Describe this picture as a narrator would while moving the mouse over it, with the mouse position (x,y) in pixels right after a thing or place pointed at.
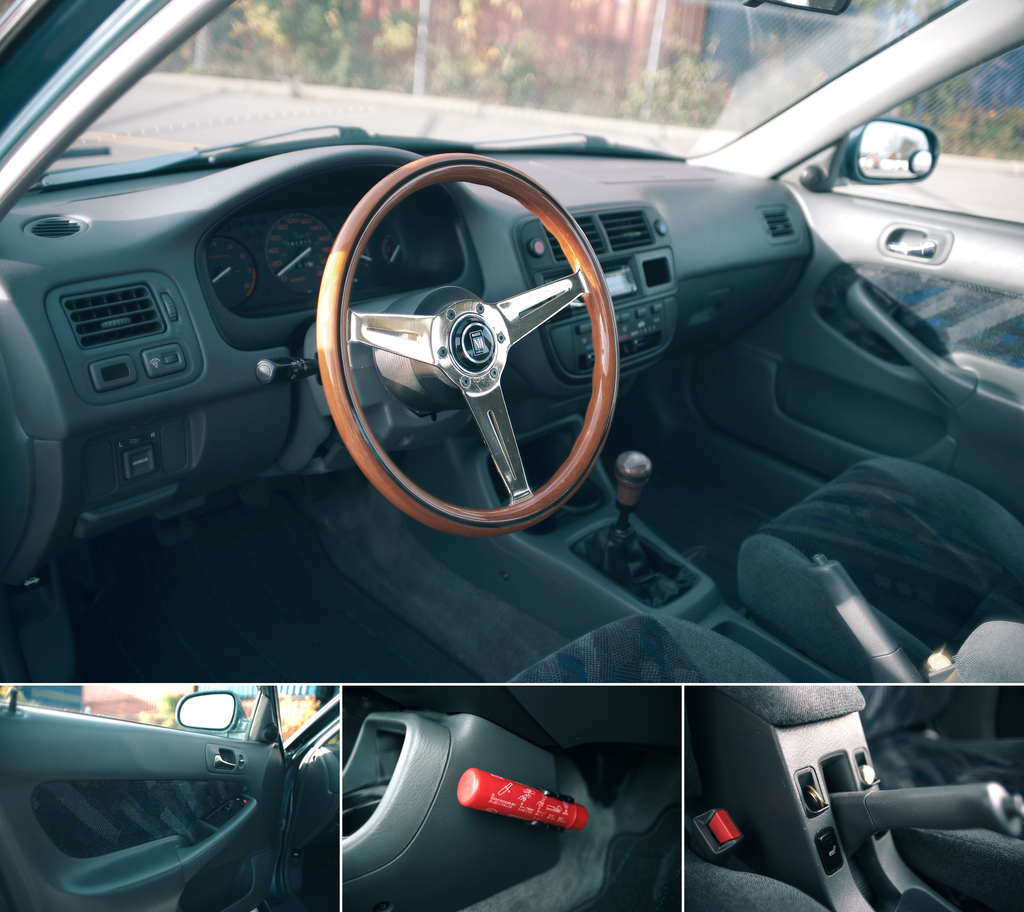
In the picture there is an inside view of a car (631,591) present, there are glass windows (570,114) present, there are plants (324,7).
